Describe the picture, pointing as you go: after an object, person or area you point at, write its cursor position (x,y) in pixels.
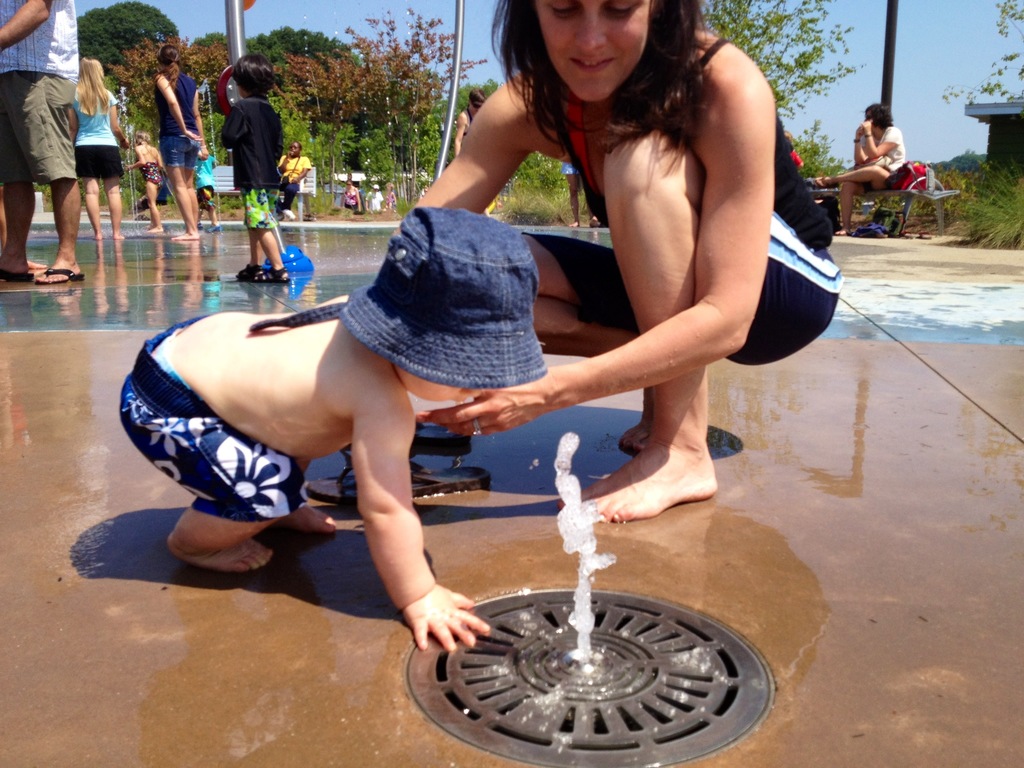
In the background (981,48) we can see the sky (935,86), trees (330,177), plants (318,199). We can see the people (870,142) sitting on the benches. In this picture we can see the people (238,114) standing on the wet floor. We can see the poles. This picture is mainly highlighted with a woman (815,294) and a baby (505,269) wearing a cap (490,321). We can see water (592,652) and an object (575,661).
